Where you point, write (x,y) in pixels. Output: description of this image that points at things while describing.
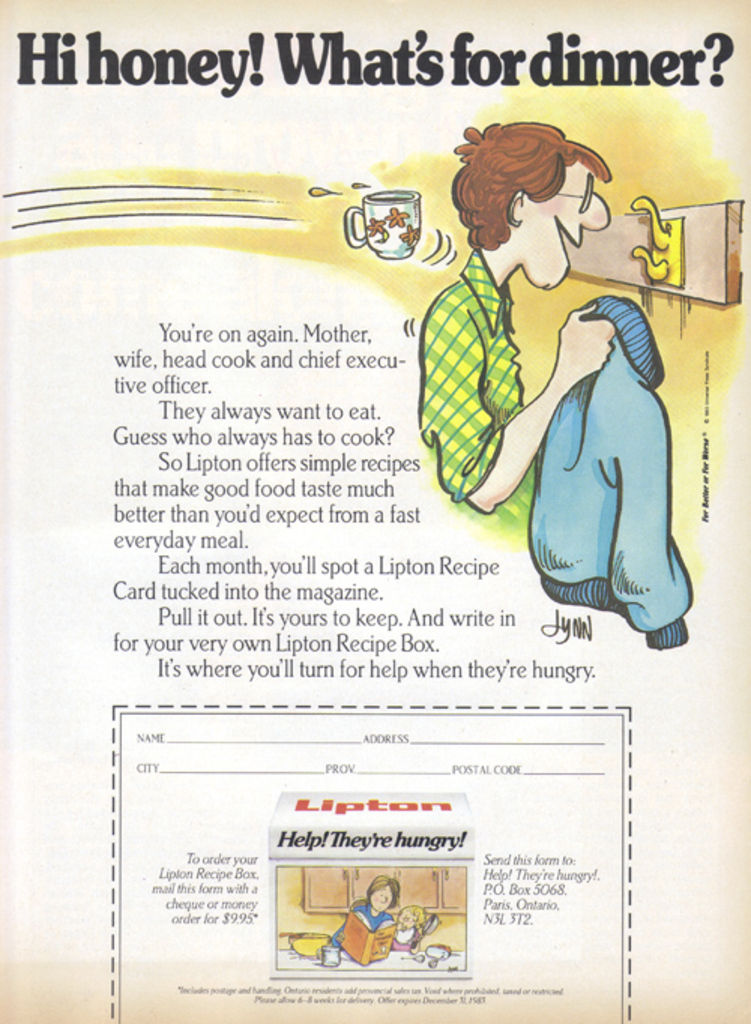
It is the picture of some page (474,334) and there is an animated image (485,371) of a person (505,236) and some objects (644,374), there is a quotation (270,450) written beside the animated image.
